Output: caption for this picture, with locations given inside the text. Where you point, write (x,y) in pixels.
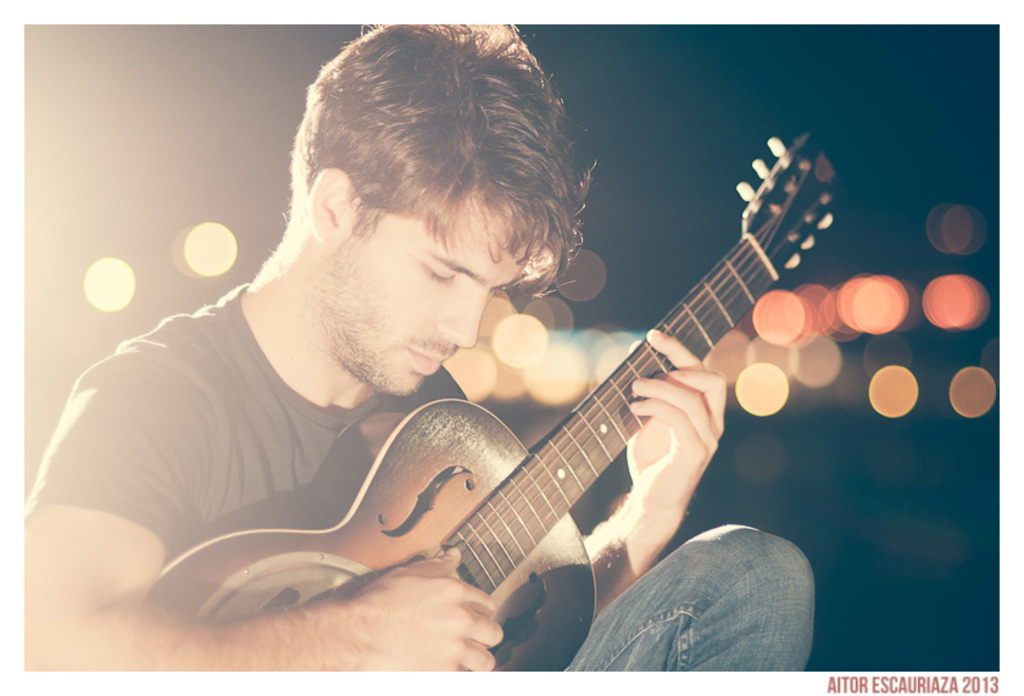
In the image there is man (65,611) playing guitar (625,445) and back side of him there are lights (819,375).
